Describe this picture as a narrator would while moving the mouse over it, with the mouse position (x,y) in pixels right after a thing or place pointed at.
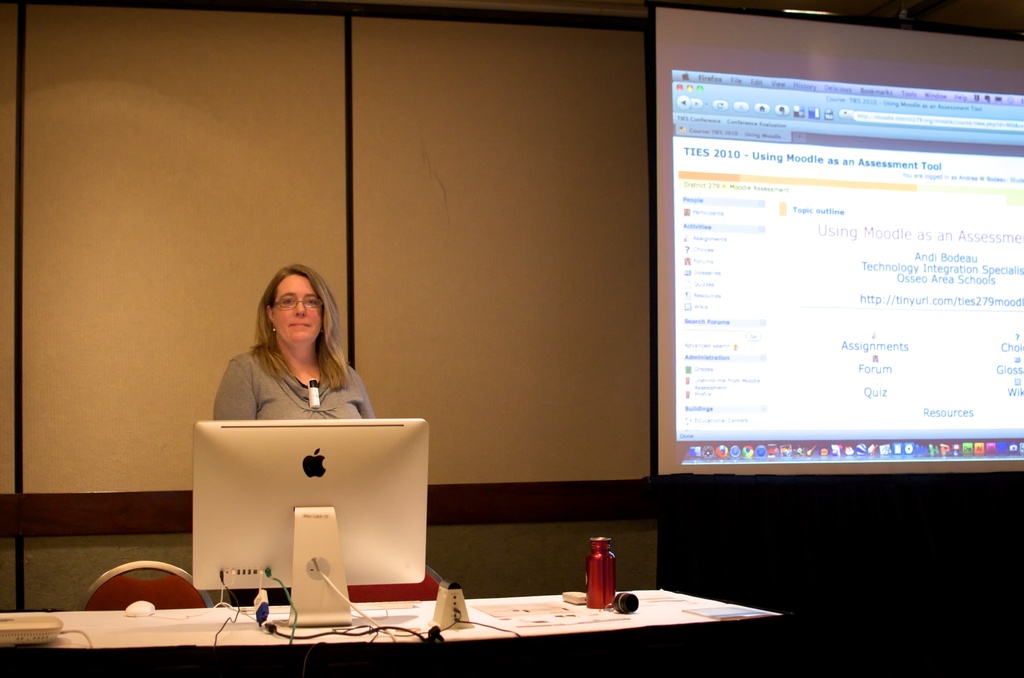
In this picture we can see a woman (275,333), she wore spectacles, in front of her we can see a monitor (278,482), mouse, bottle (592,599) and other things (555,608) on the table (543,599), beside to her we can see a projector screen (782,249).
